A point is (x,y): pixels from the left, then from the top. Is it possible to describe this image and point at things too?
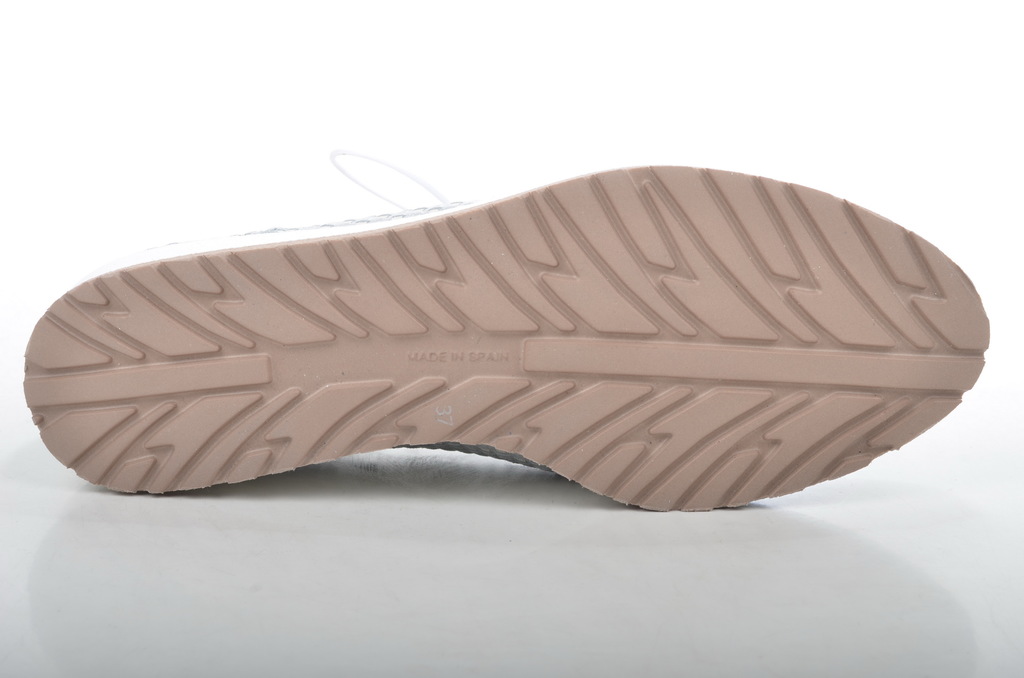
In this image we can see the footwear (342,314).
